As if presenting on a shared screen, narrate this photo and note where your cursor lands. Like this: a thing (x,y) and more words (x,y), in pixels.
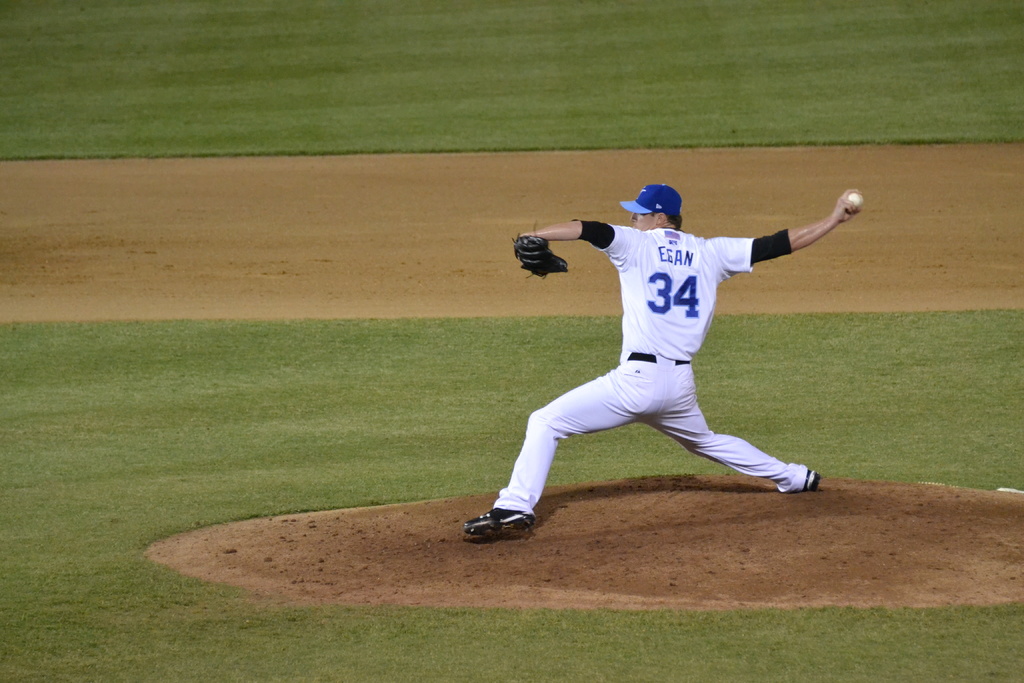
This is the man (518,479) standing and holding a ball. He wore a T-shirt (639,301), cap (666,202), trouser (649,414) and shoes (514,520) and a baseball glove (559,268). This looks like a ground (565,317).
